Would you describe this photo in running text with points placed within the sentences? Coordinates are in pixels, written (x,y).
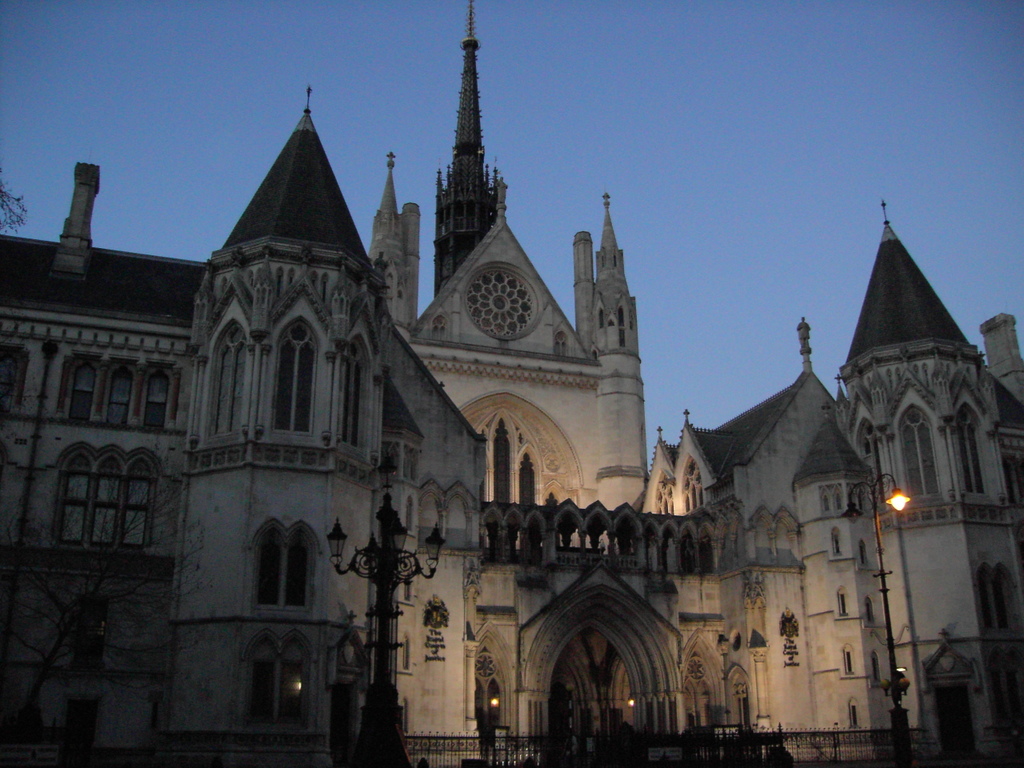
In this image in the front (382,608) there are poles (389,591) and there is a fence (809,746) in the center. In the background (335,478) there is a castle (632,474) and on the left side (2,196) there is a tree (14,217).
